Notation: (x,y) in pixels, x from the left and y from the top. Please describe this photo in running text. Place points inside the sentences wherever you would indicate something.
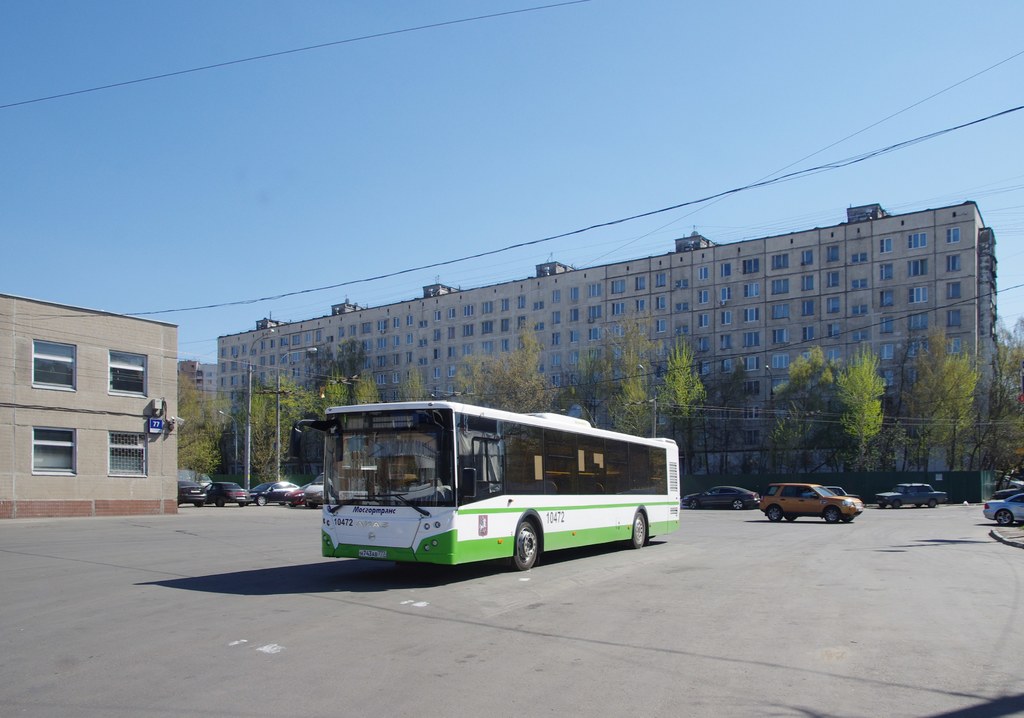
In an open area (745,585) there are plenty of vehicles (562,499), some of them are parked and some of them are moving and around the vehicles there is huge building (919,239) and in front of the building (661,352) there are many trees (678,396).
